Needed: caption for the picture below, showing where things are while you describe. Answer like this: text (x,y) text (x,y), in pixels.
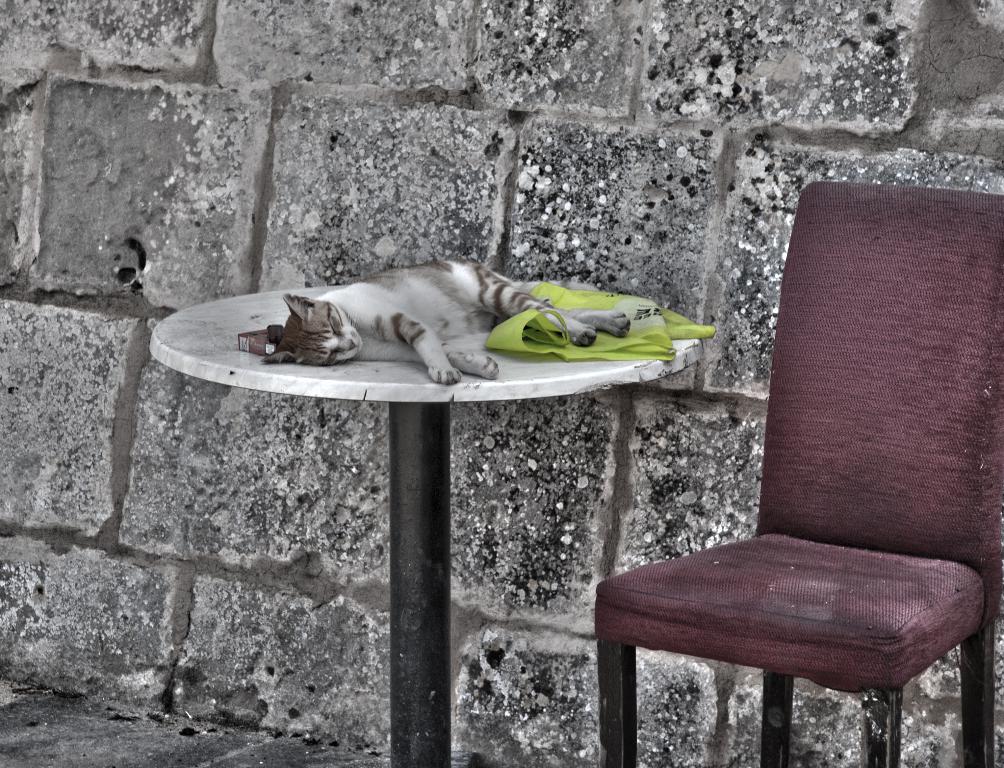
This cat (430,296) is sleeping on this table (420,371). This is a red chair (876,570).
